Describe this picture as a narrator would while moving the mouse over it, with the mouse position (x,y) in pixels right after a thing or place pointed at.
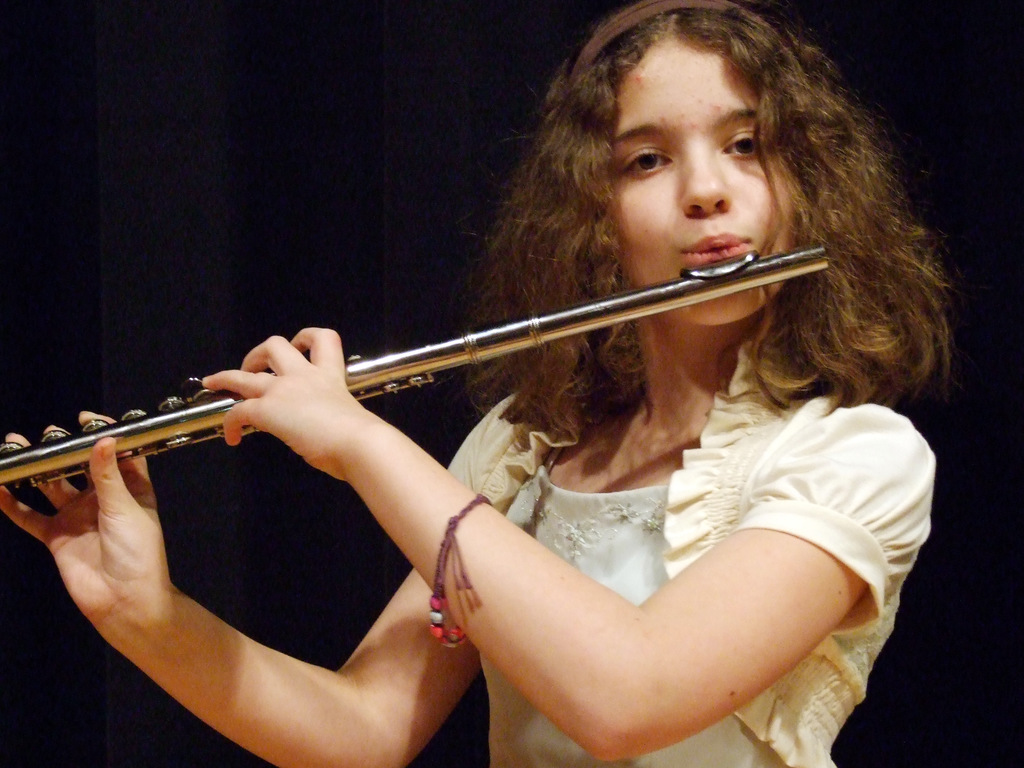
In this picture I can observe girl (552,534) playing flute (466,364). The background (256,181) is dark.
